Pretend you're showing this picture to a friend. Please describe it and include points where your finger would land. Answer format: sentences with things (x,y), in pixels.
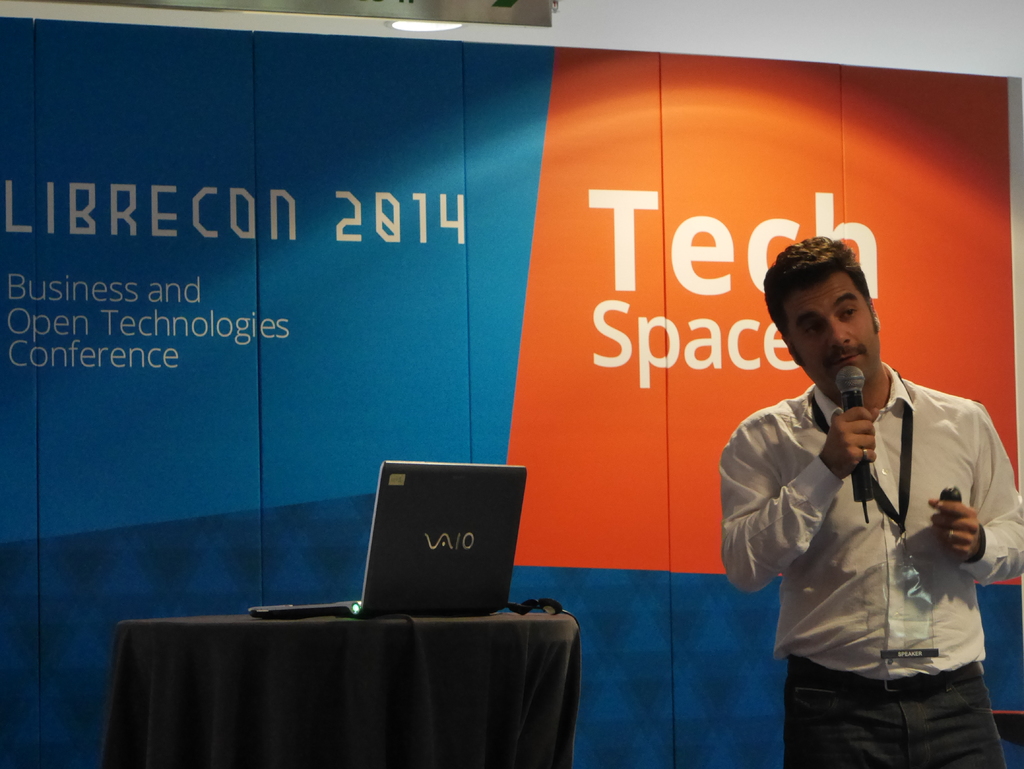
In the middle of the image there is a table (125,755), On the table (552,621) there is a laptop (511,486). Bottom right side of the image (791,621) a man (962,401) is standing and holding a microphone (855,469), Behind him there is a banner (481,91).
